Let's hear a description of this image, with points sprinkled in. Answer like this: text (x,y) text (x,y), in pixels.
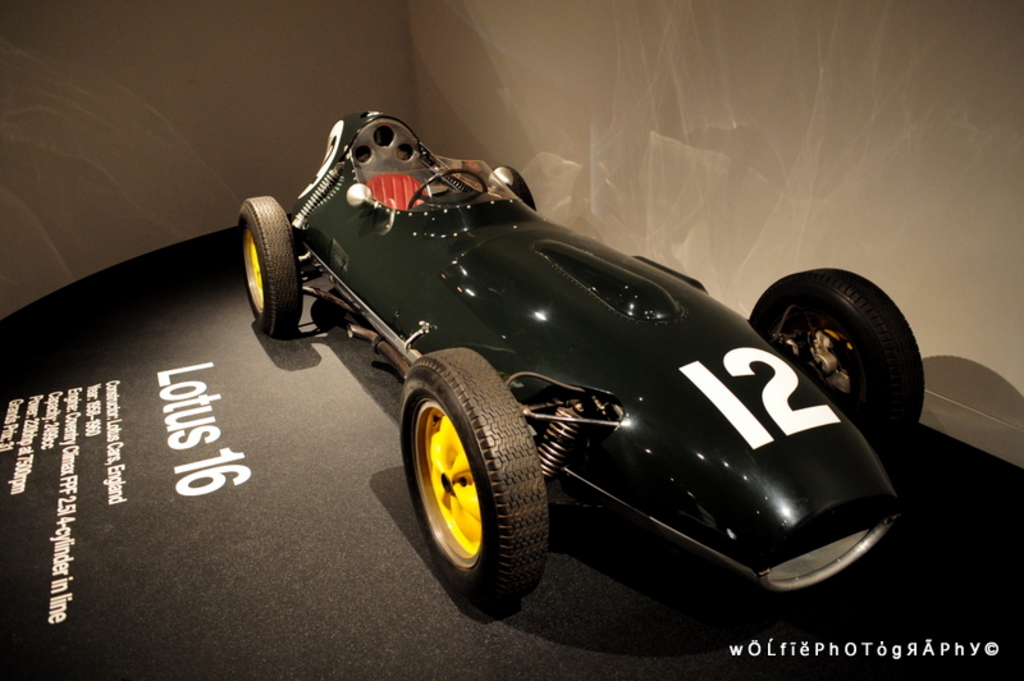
In this image we can see a vehicle (530,396) on the floor (323,435) and text (110,431) beside the vehicle (641,362), there is a wall (705,181) on the right side (831,163) and a wall (383,50) in the background (631,52).
